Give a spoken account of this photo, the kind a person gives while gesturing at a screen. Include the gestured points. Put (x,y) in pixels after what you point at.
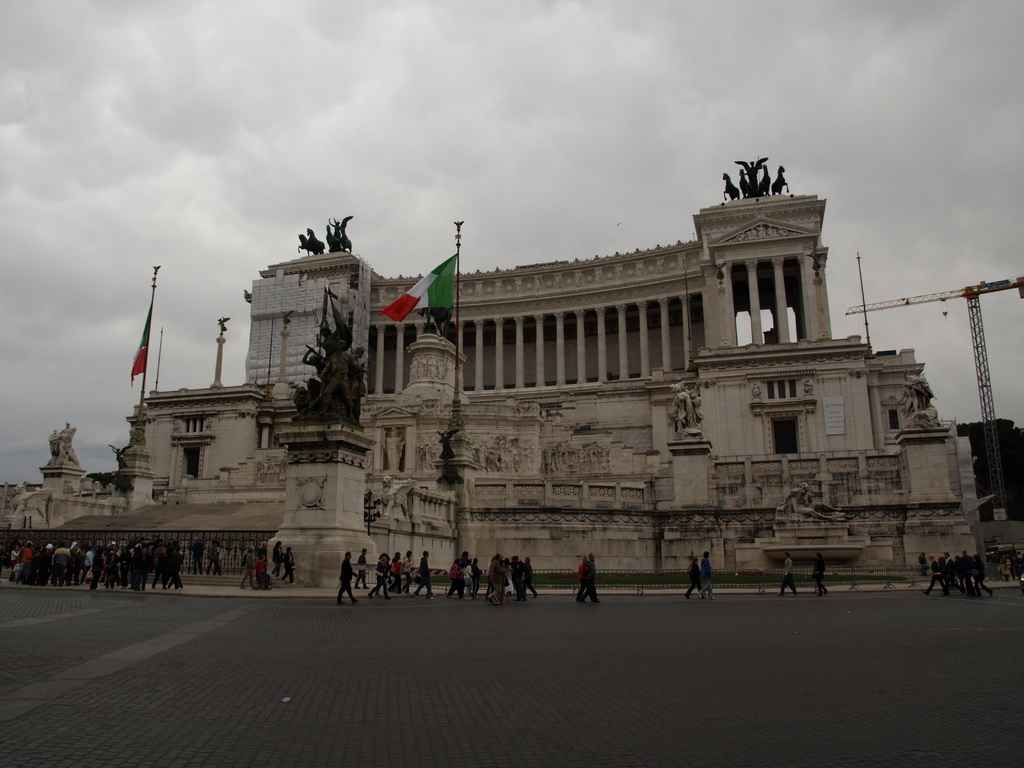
In the center of the image (437,369), we can see statues (348,244) and flags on the building (795,436) and in the background (79,551), we can see people (463,557) walking. At the bottom (518,702), there is road (676,727) and at the top (479,111), there is sky (549,145).
